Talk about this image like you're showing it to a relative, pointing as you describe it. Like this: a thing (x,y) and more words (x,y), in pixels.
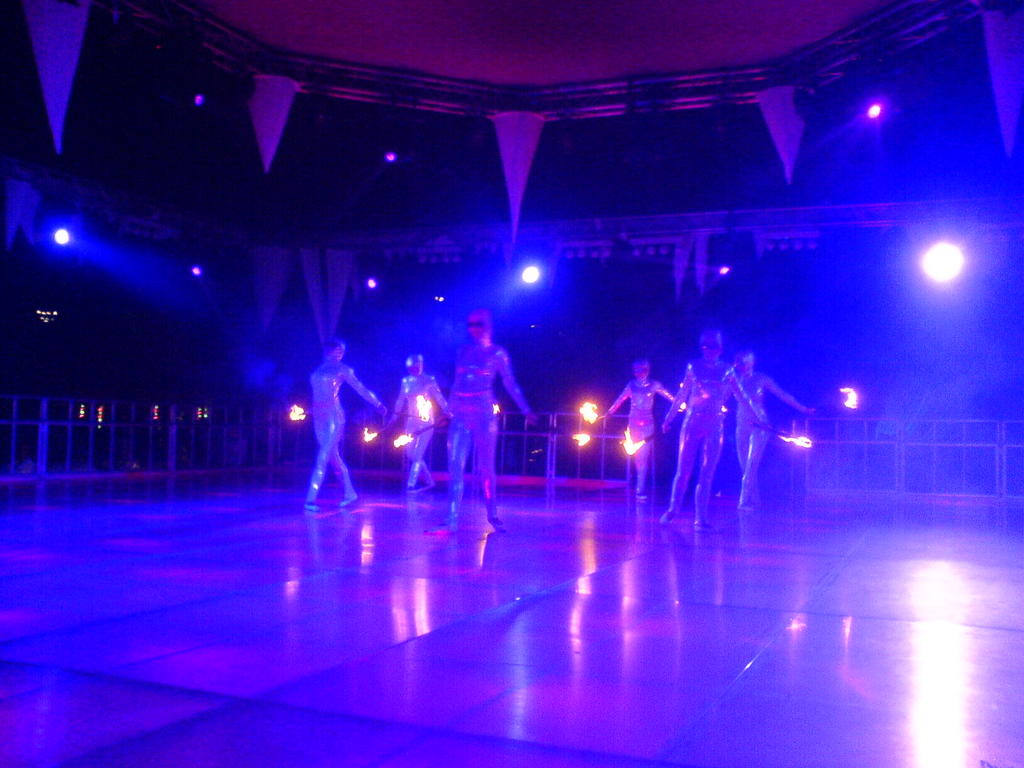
In this image, we can see a few people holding objects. We can also see the fence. We can see the ground (404,761). On the top (484,91), we can see the roof (857,45) with some objects (524,181). We can also see some lights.
